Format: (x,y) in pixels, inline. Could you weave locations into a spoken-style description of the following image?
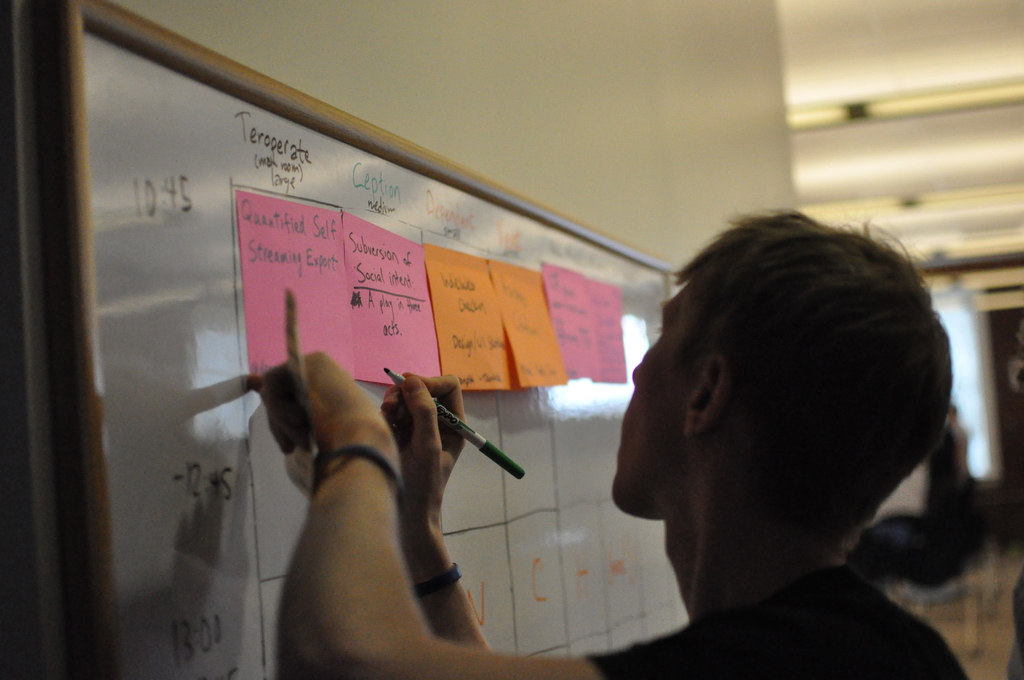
In this image, we can see a person (784,471) holding an object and a marker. In the background (482,322), we can see some papers (444,318) pasted on the board (258,193) and there are lights (932,204) and some other objects (936,523). At the top (823,25), there is roof (841,42).
